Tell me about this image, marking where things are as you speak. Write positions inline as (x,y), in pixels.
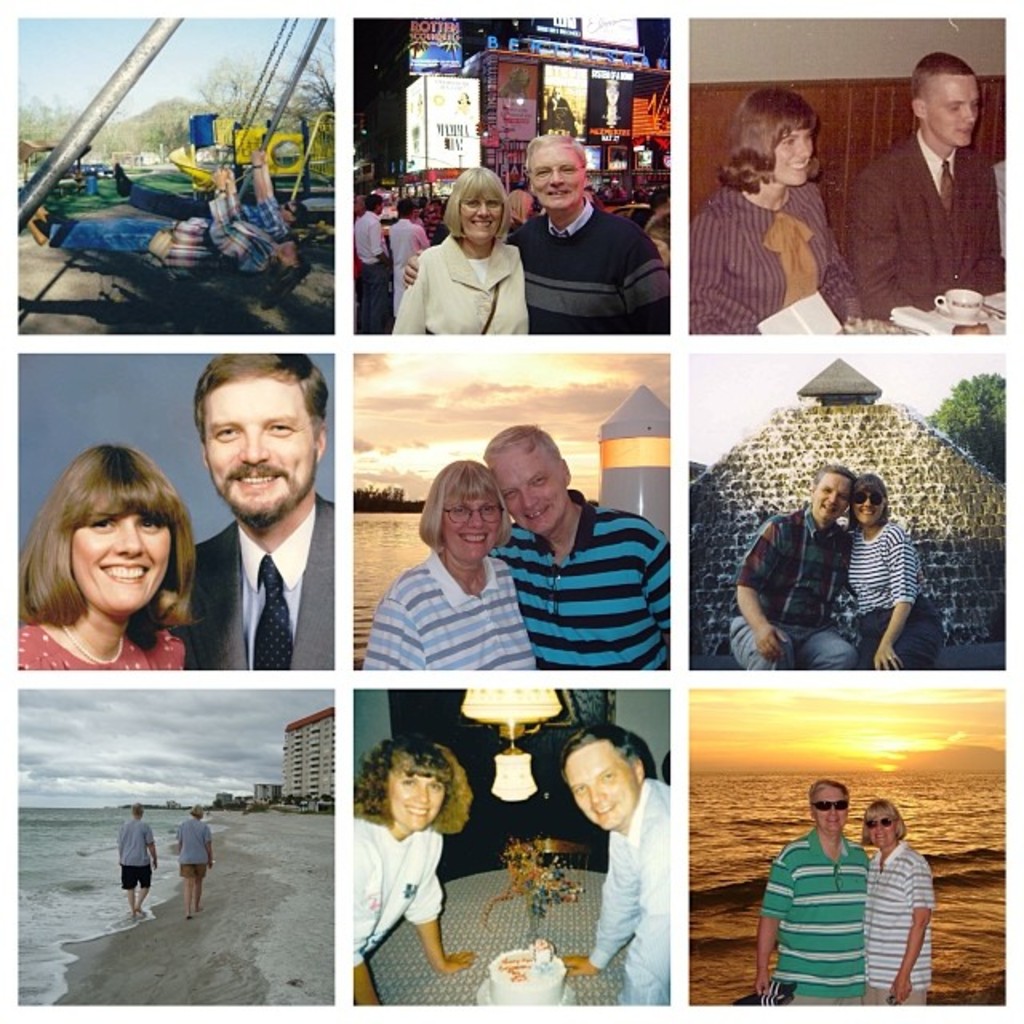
In this image there is collage of photos of two persons (539,321). Right bottom of image (807,871) two persons (831,817) are wearing shirts (873,865) and goggles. They are standing before water (740,905) having tides (865,774). Top of it there is sky (874,743) having sun (886,750). Left bottom of image (143,842) there are two persons (199,879) walking on the land (178,901). Beside them there is water (121,893). On land (260,835) there are few buildings (292,766).
